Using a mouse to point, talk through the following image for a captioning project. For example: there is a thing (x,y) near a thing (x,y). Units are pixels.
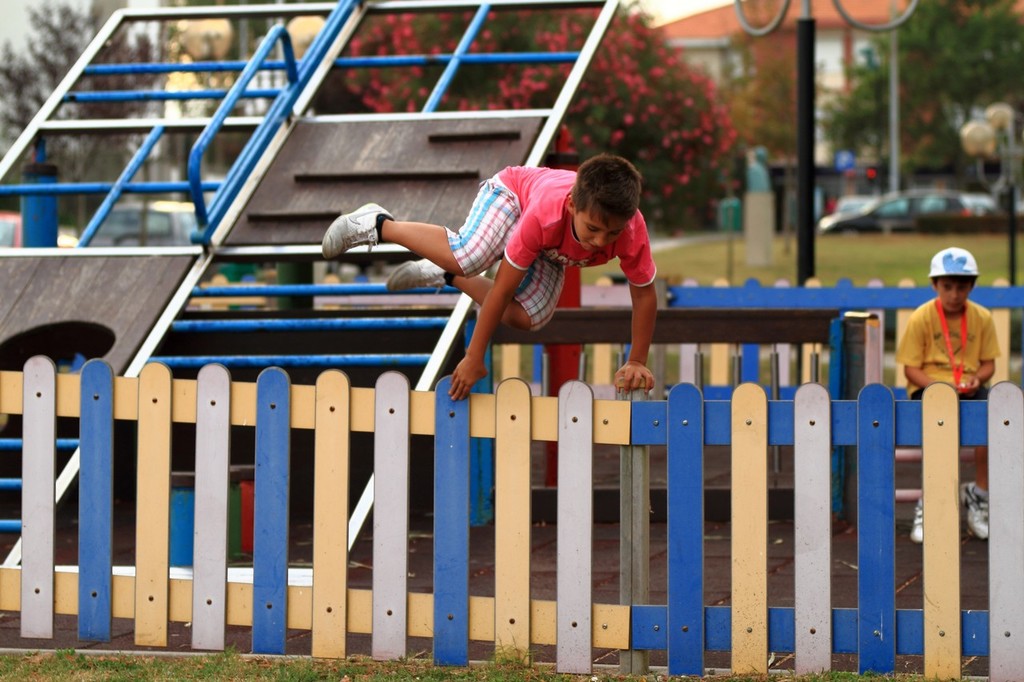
In this picture there is a boy (473,230) jumping and we can see grass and fence (406,568). There is a boy (911,346) sitting and wore a cap (953,251) and tag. We can see rods (424,59) and wooden boards (300,186). In the background of the image (884,208) it is blurry and we can see grass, poles (813,85), lights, car (990,197), buildings (835,40), trees (650,66) and flowers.
